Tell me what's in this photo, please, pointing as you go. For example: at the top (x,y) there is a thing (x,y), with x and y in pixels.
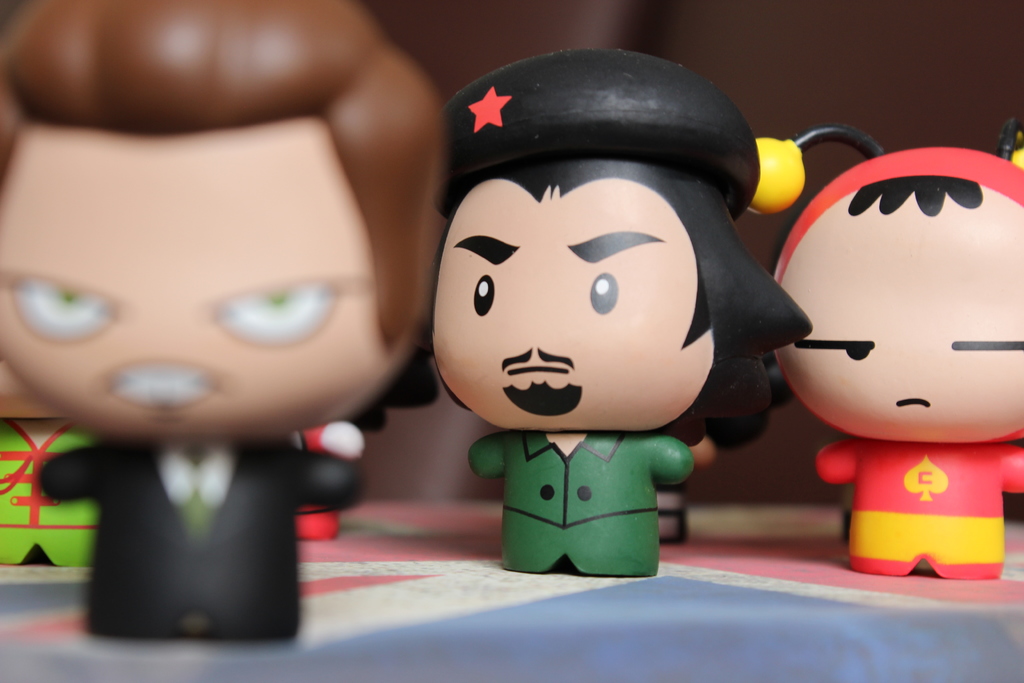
In the foreground of this picture (124,282) we can see the toys (599,354) symbolizing persons (628,138) which are placed on the top of an object (793,589) which seems to be the table (707,613). In the background (612,32) we can see some other objects (614,40).
